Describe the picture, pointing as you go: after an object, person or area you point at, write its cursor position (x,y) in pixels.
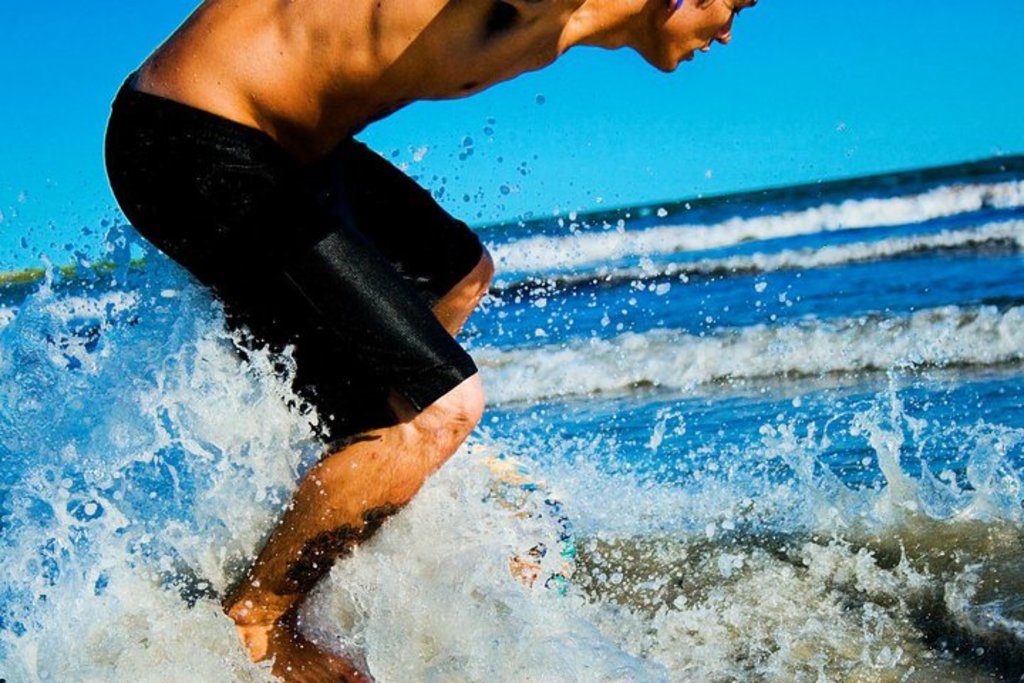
In this image, there is a sea (736,407) and there is water (694,473) which is in white color, at the left side (308,581) there is a man (357,327) standing and he is wearing a black color shorts (258,226), at the top (894,56) there is a blue color sky (808,106).
